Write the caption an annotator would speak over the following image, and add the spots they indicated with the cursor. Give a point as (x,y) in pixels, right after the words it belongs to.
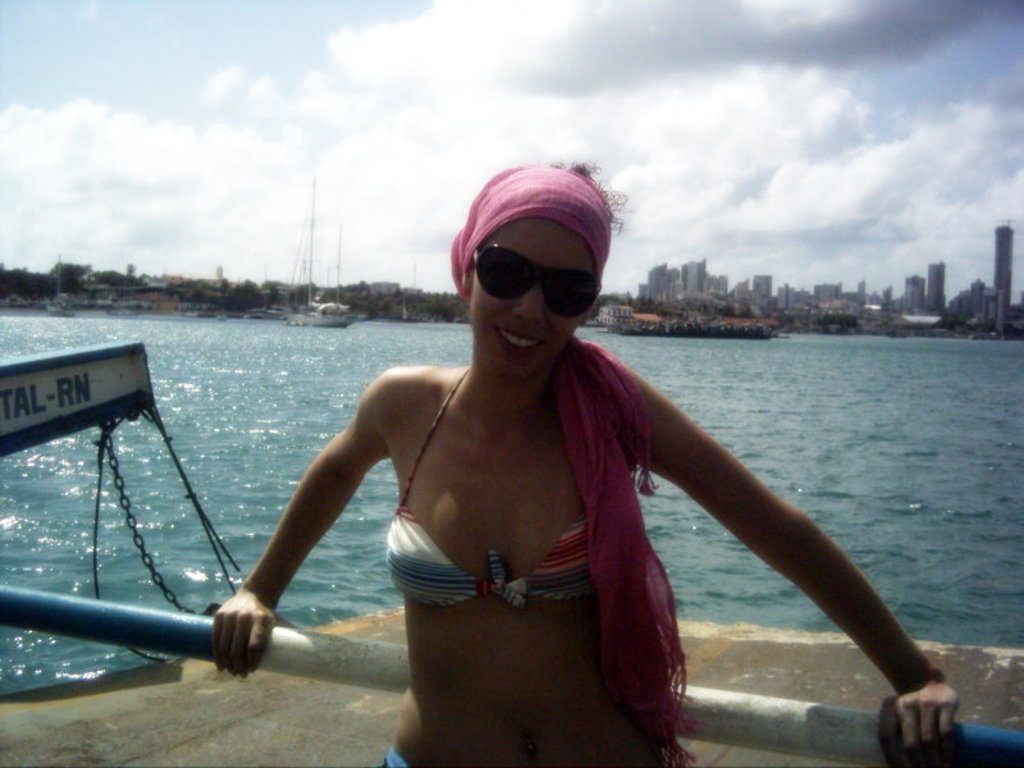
This picture is clicked outside. In the center (456,459) there is a woman (474,574) standing on the ground (352,748) and holding a metal rod (364,654) and there is a board (106,393) on which the text (10,415) is printed. In the background (176,93) we can see the sky (238,41), ship (324,304), boat (315,327) and some buildings (775,300) and a water body (689,398).
